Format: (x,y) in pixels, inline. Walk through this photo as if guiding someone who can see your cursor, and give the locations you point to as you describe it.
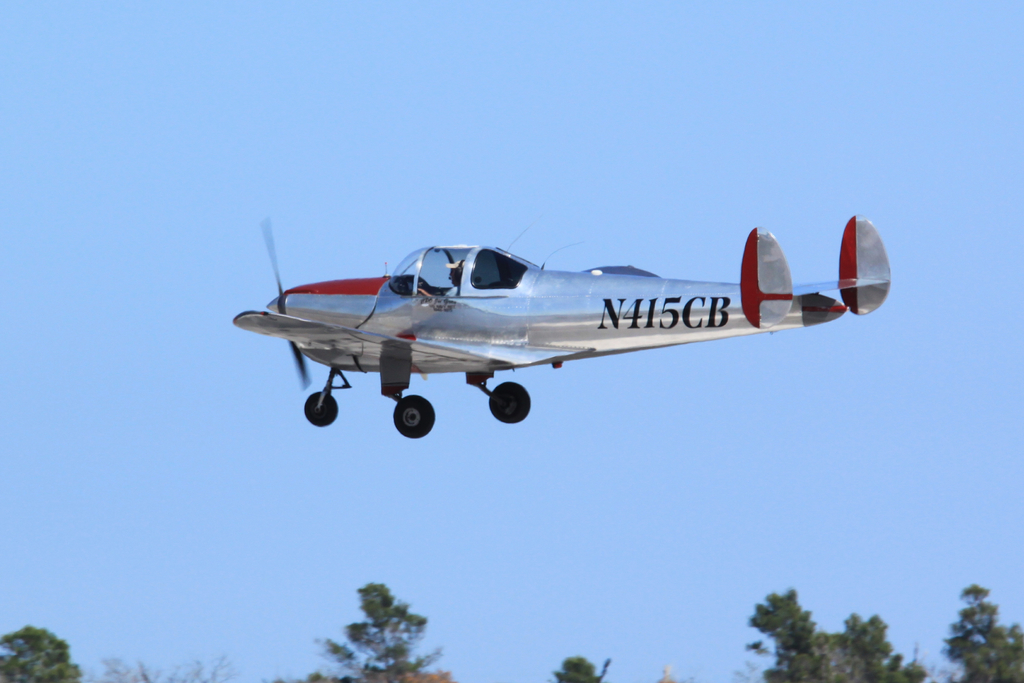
In the center of the image (623,309) we can see an aeroplane (507,340) flying in the sky (362,197). At the bottom (26,652) there are trees (52,640).
